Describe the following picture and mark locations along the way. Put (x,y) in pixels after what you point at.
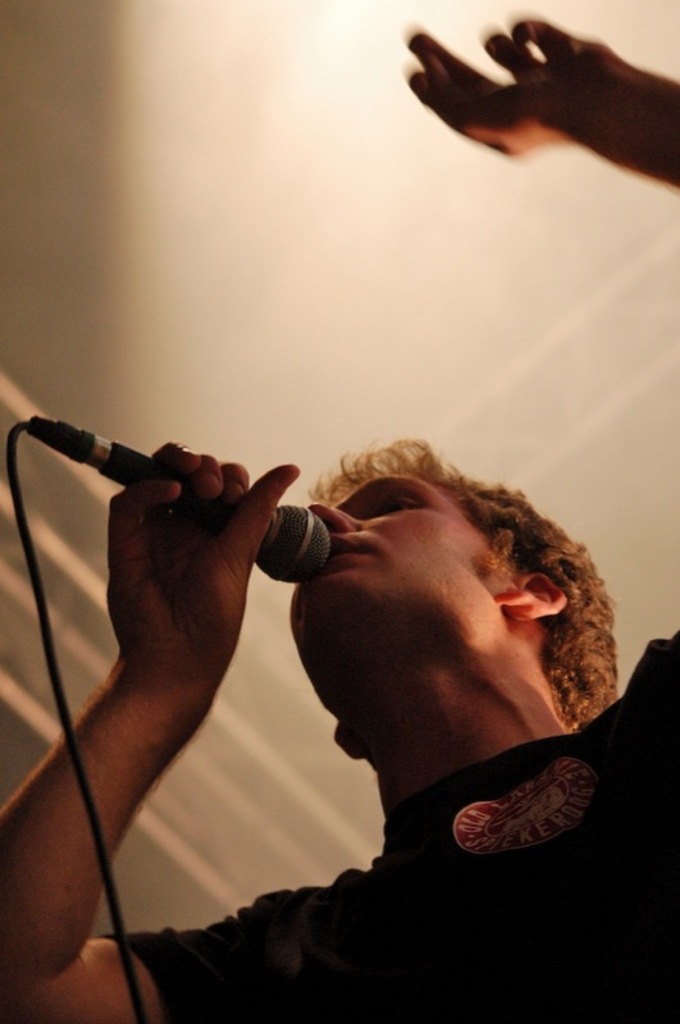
In this image I can see a man (375,760) singing a song using a mike (286,524). This is a mike (106,453) with a wire (126,944) attached to it.
